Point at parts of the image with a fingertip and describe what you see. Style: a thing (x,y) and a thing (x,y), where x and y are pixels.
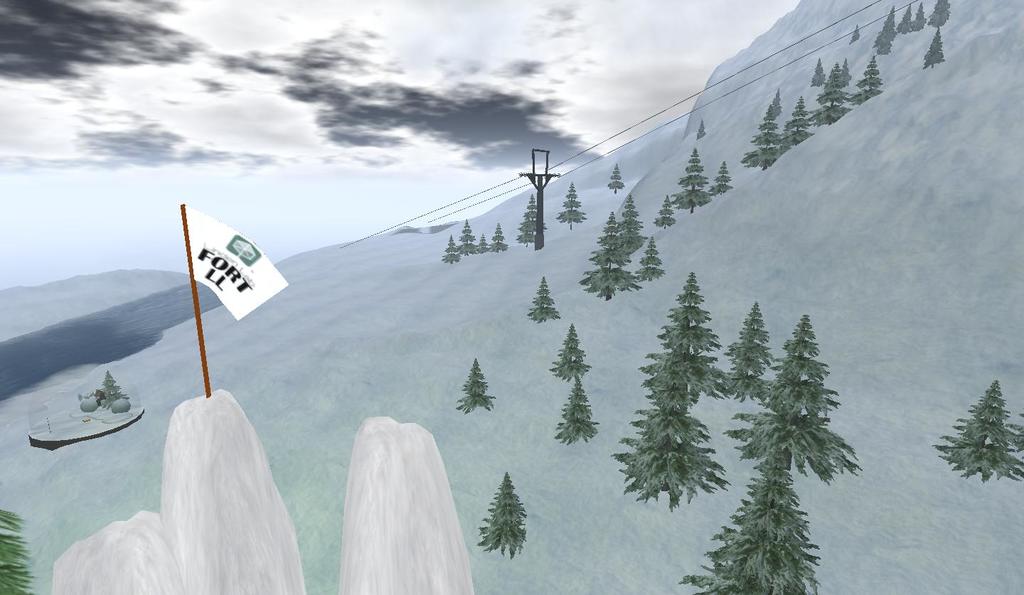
This is an animated image. In the middle (586,309) there are trees (576,399), ice (230,406), flag (200,250), electric pole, cables (664,126), hills (52,319). At the top (660,122) there are sky (307,198) and clouds (264,124).
